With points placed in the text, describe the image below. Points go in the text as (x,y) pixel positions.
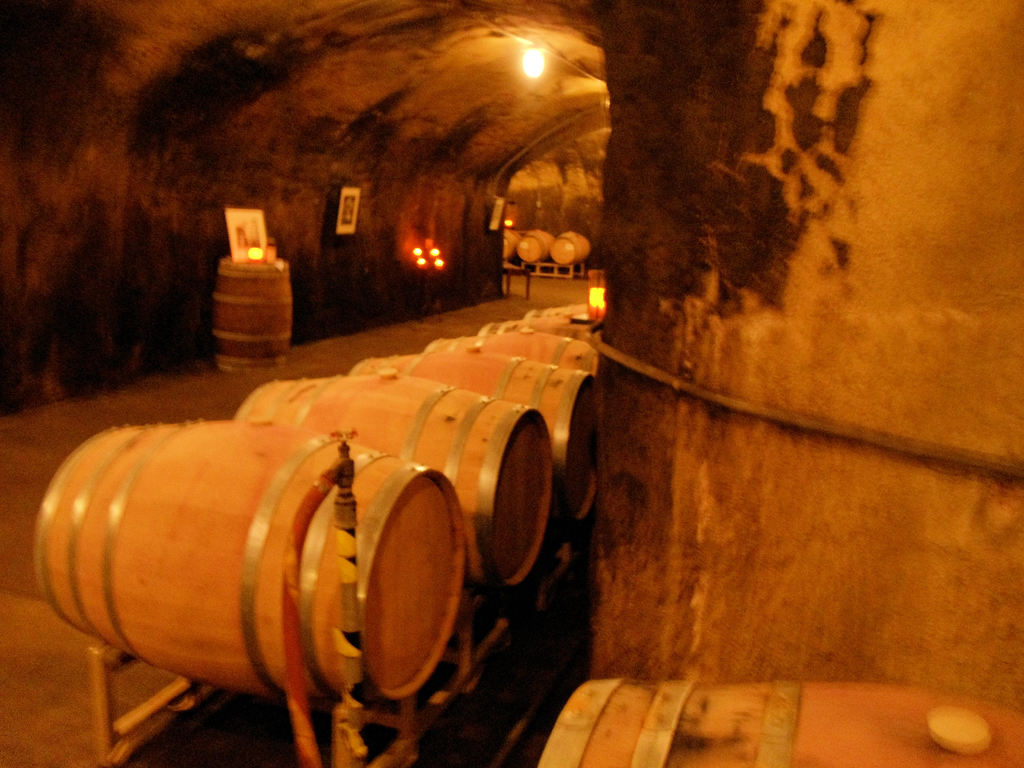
In this picture we can see barrels (405,467), walls (431,202), lights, frame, floor (330,369) and some objects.
